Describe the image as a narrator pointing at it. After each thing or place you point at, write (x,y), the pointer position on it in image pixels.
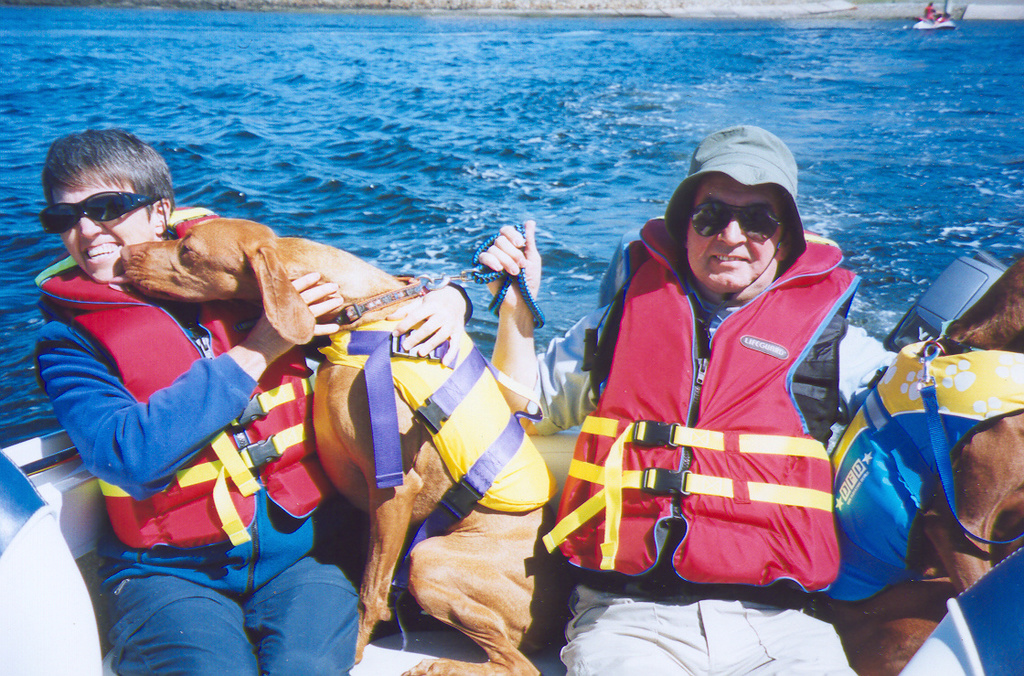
In this image in the foreground (241,504) there is one boat (52,523), in that boat (563,472) there are two persons (825,445) who are sitting and also there are two dogs (549,475). In the background (433,145) there is a beach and a boat (930,19).
